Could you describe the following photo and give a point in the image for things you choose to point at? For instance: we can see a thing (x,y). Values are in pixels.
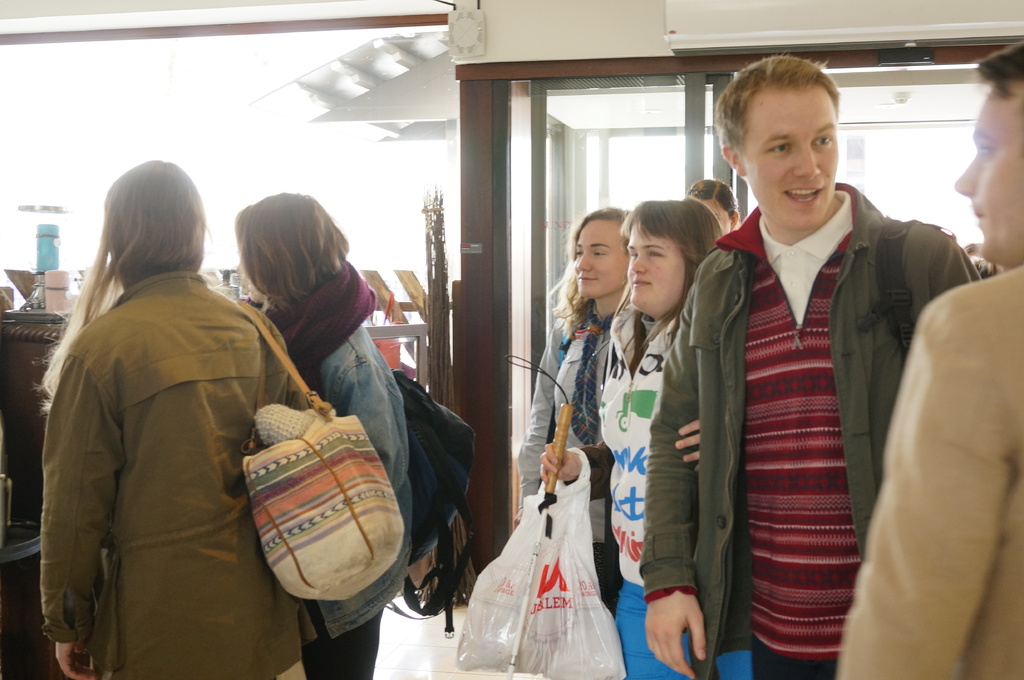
In the foreground of the picture (984,642) we can see a group of people (579,290) standing, few are holding backpacks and bags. In the background (323,101) we can see glass windows (635,109), door (624,109), cups (55,282), frames (389,287), belts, a wooden object (35,328) and various other objects (21,313).
